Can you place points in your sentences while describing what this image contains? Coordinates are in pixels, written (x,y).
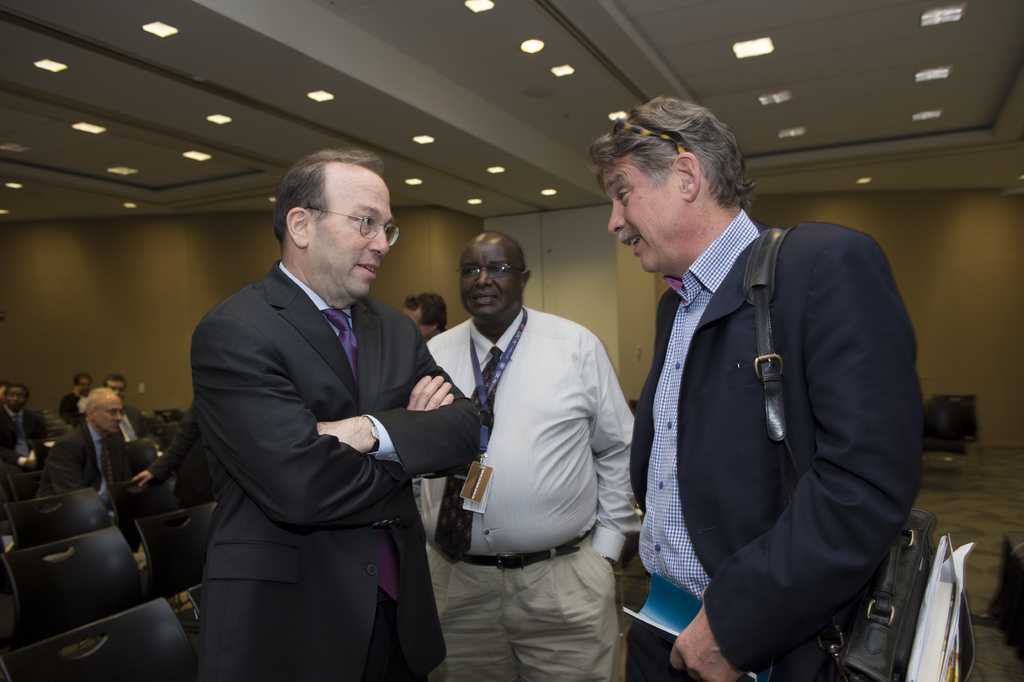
In this picture, we can see a few people (237,424), sitting, and a few are standing, holding some objects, and we can see a few are talking each other, and we can see chairs (103,532), ground (968,480), wall (443,275), and the roof (501,178) with lights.
